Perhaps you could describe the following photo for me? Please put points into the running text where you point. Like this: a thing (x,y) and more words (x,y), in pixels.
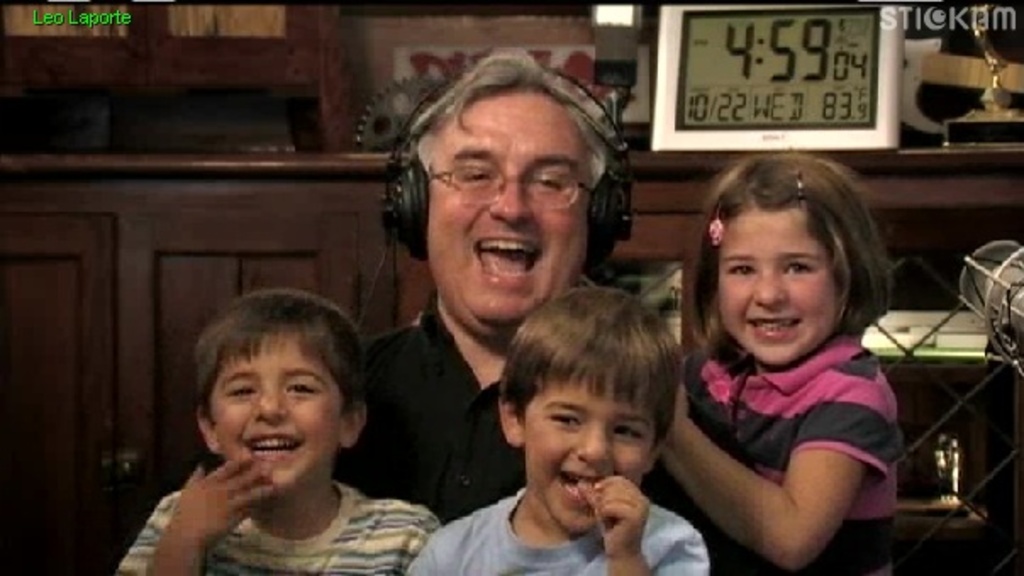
This picture shows a man (429,228). He wore a headset (422,230) and we see spectacles (549,201) on his face (524,168) and we see few kids (623,369) and we see smile (788,332) on their faces (812,318) and a digital clock (796,64) on the back (763,50) and we see a table (227,243) with cupboards (877,196) and a memento (983,38) on the table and we see text (93,21) on the top left corner (93,21) and a watermark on the top right corner of the picture (951,25).
